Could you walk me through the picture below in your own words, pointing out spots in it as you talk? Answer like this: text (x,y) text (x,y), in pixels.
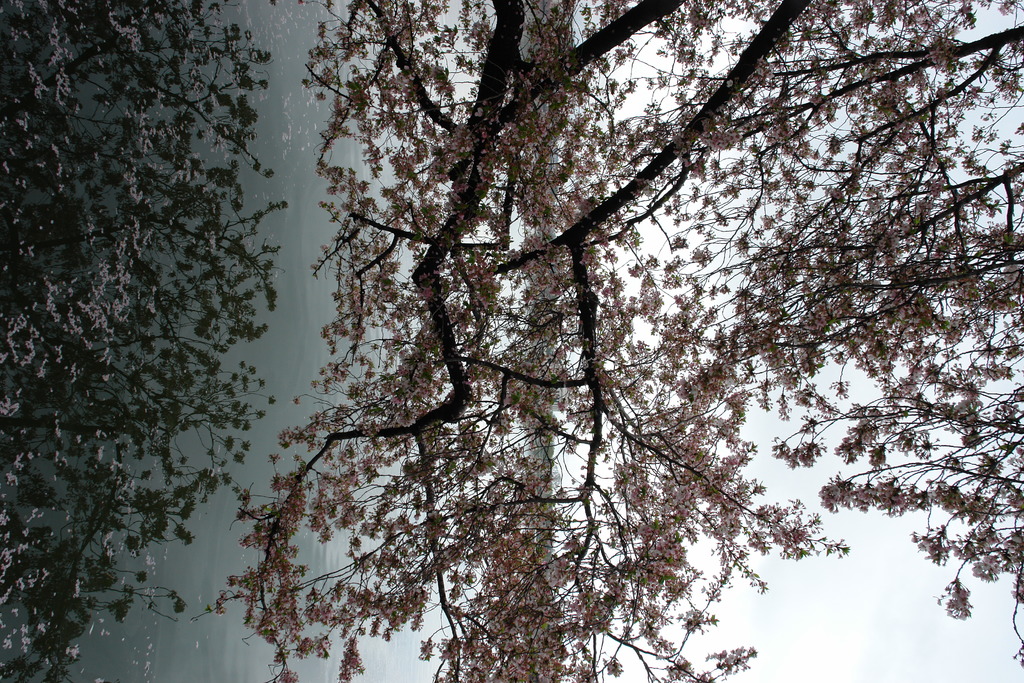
In this image, we can see tree (413,283) and water (296,277). We can see the sky (879,675) in the background (651,343). On the water (176,413), we can see few reflections (94,391).
